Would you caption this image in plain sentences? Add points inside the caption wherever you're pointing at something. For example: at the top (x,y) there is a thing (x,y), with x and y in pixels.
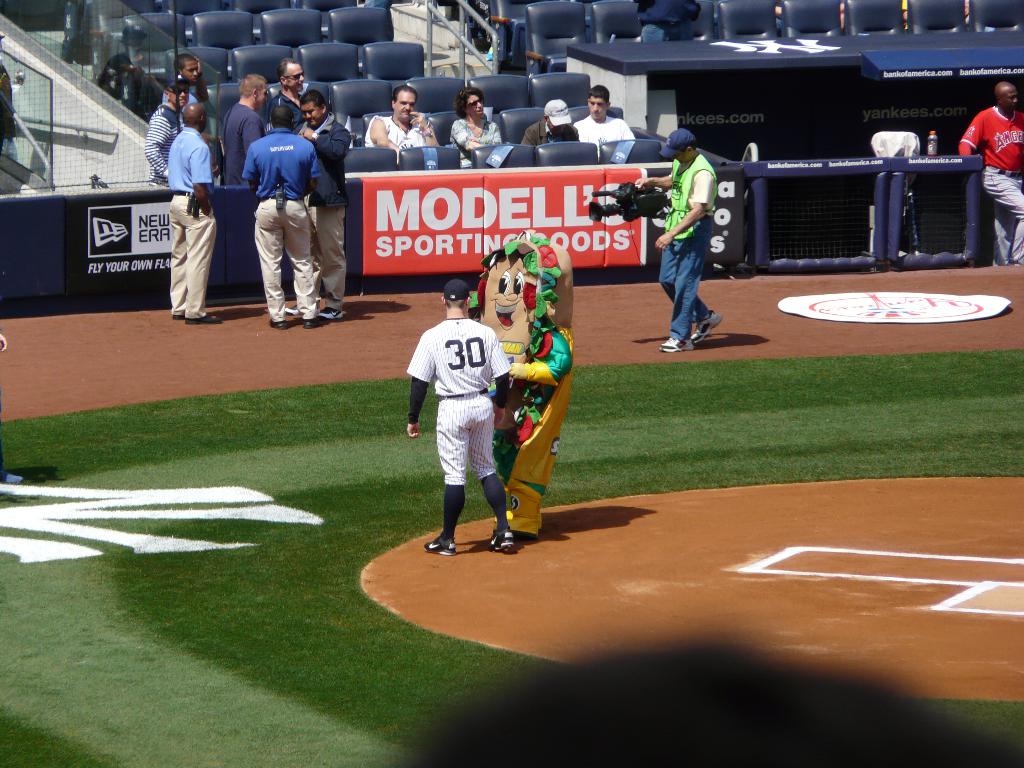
In this image I see the ground (977,395) on which there are few people (1001,126) in which this man (638,182) is holding a camera (640,206) and this person (527,290) is wearing a costume (518,364) and I see the green grass (616,422) and in the background (449,118) I see number of chairs (430,115) on which there are few people (471,113) sitting and I see something is written over here.
